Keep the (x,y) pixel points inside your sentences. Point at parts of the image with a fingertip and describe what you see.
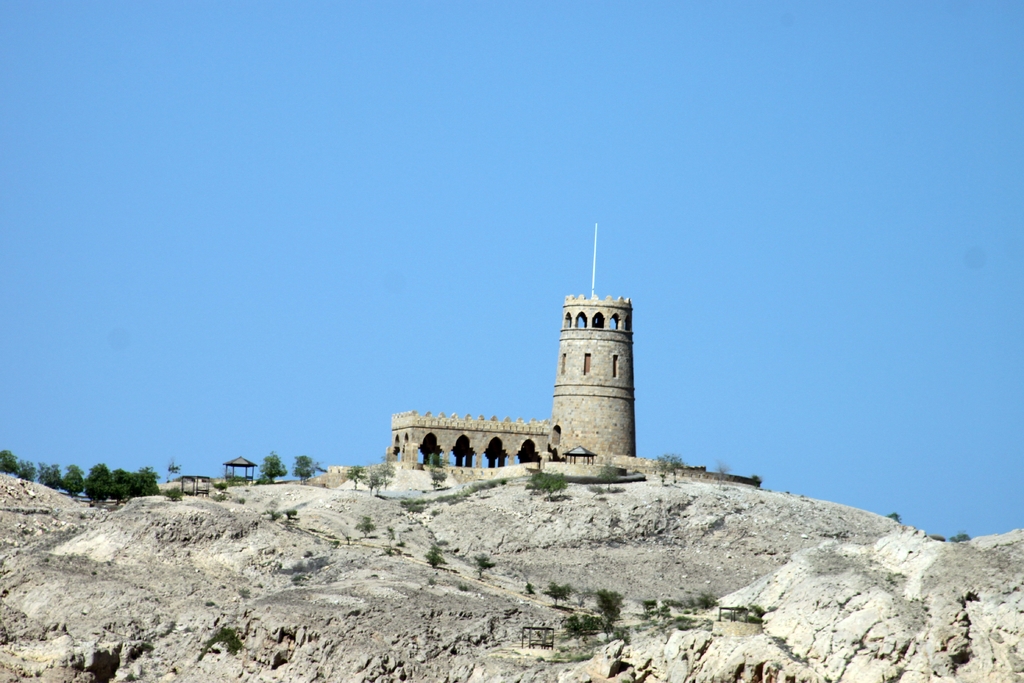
In the picture I can see rocks (818,659), fort (520,472), trees (96,491) and the blue color sky (595,151) in the background (650,190).
